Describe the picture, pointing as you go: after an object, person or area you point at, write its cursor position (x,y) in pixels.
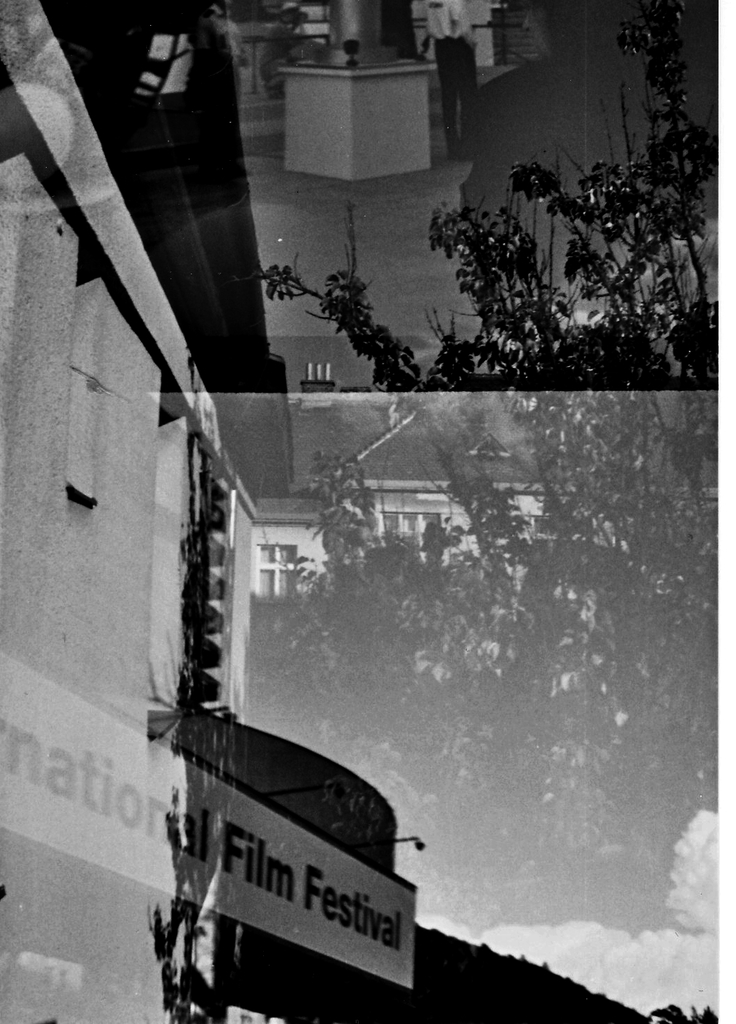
In this image I can see buildings (252,519), tree (549,633) and some text (202,837) over here. This picture is black and white in color.
